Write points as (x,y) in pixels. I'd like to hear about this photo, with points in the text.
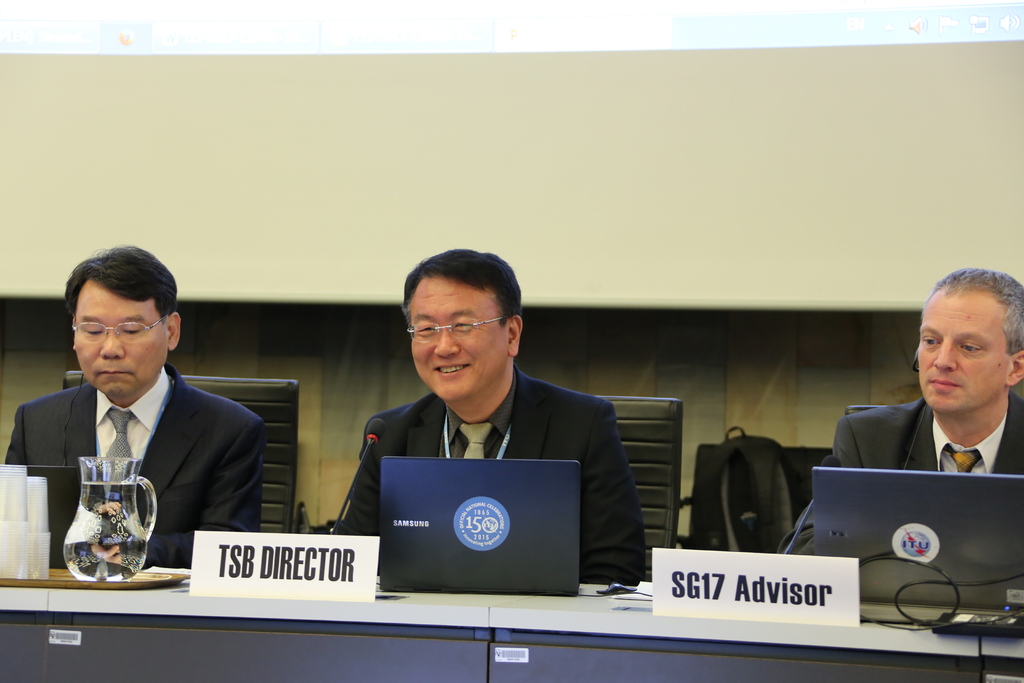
In this image there are three men (597,432) sitting on the chairs (286,422). There is a table (511,622) in front of them. On the table (955,641) there are laptops (843,537), name boards (690,607), glasses (7,529), a water mug (121,553) and cable wires (907,616). The man (543,455) in the center (479,422) is smiling. Behind them there is a wall (698,354). At the top (544,136) there is a projector board (613,176).
